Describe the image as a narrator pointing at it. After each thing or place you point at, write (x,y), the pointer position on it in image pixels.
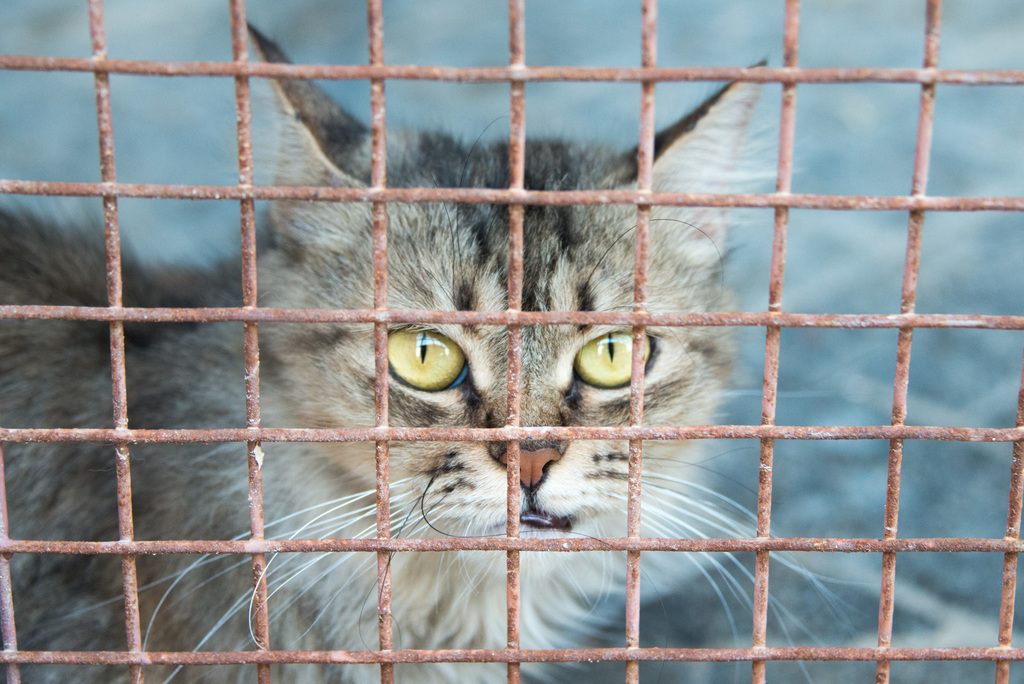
This image is taken outdoors. In this image there is a mesh (119,309) and behind the mesh (370,317) there is a cat (169,406).
